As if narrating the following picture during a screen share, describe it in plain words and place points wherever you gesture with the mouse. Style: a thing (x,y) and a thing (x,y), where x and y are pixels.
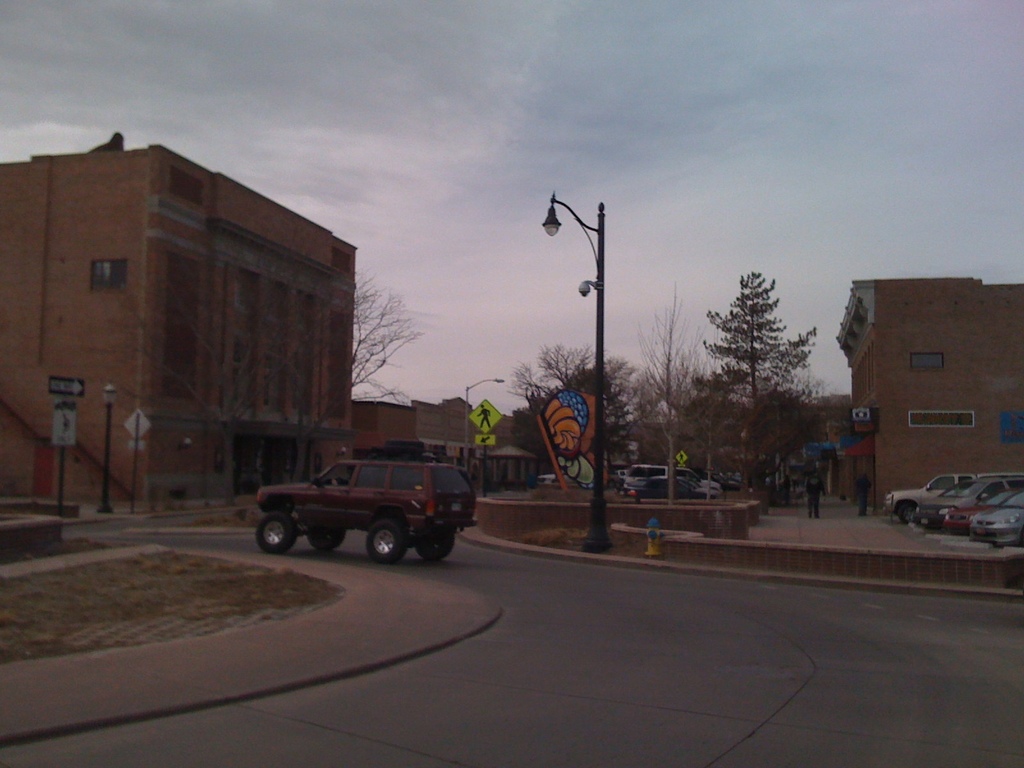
In this picture we can see road (536,732) and on road (566,627) there is a vehicle (355,504) and aside to this road (364,552) we have path (470,595) with grass (225,589) and on right side (934,462) we can see traffic sign (492,409) with pole (467,446) and light (550,225), trees (716,312), building (858,386), cars (972,474) parked in a line and a man (866,486) standing on foot path (818,527) and above the building (455,424) we have sky (326,135).
